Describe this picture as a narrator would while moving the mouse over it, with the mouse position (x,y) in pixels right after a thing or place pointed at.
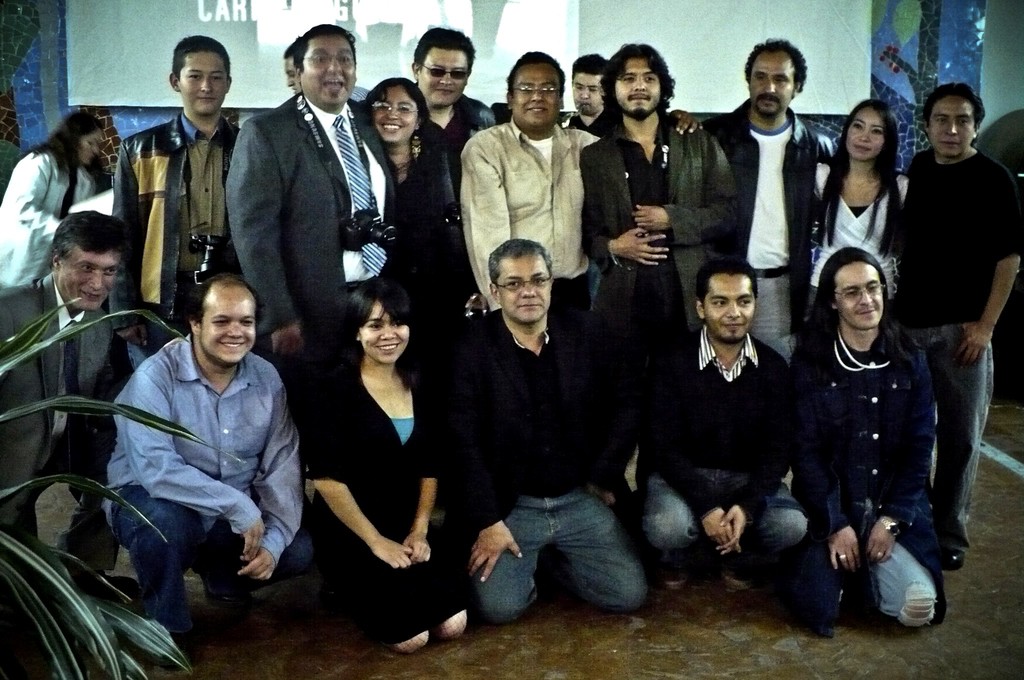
This image is taken indoors. At the bottom of the image (559,646) there is a floor (535,666). On the left side of the image (89,612) there is a plant (62,564). In the background (55,76) there is a screen (150,50) on the wall (944,64). In the middle of the image (343,251) many people (320,240) are standing and a few (383,498) are sitting on the floor (937,635) and they are with smiling faces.
